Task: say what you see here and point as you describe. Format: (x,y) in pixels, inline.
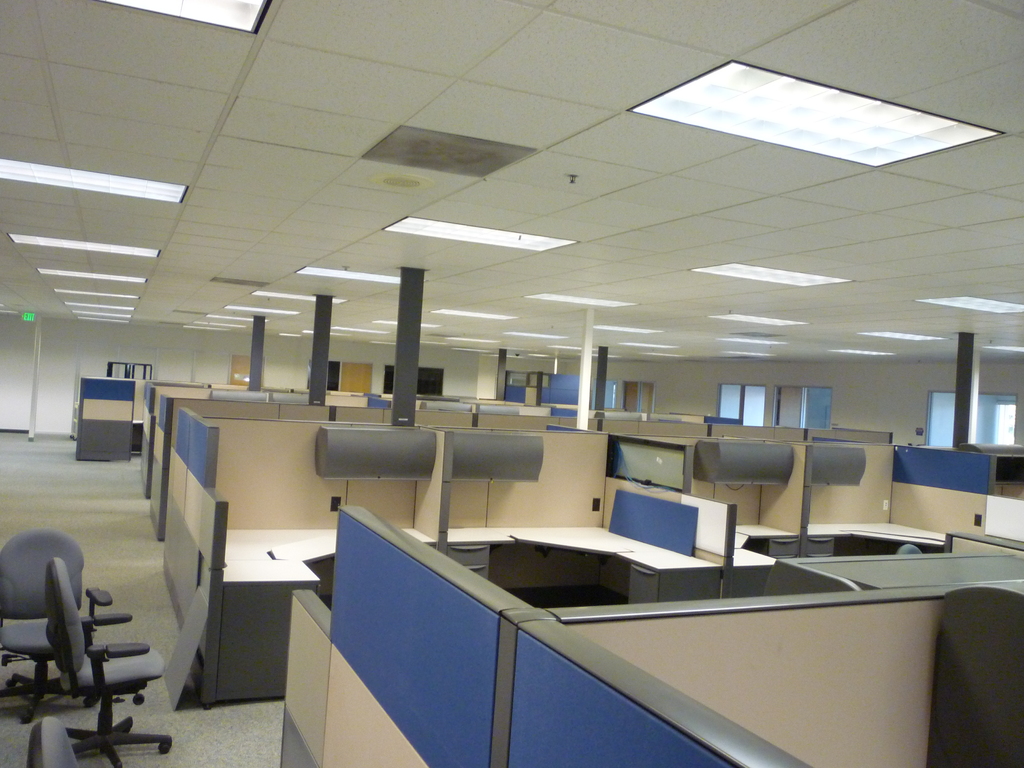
This is a picture of an office (529,667). On the left (81,620) there are chairs (50,561). In the foreground (576,511) there are shelves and desks (251,544). At the top (274,113) it is ceiling (250,186), there are lights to the ceiling (563,228). On the right (811,388), in the background (757,402) there are windows (732,402).
